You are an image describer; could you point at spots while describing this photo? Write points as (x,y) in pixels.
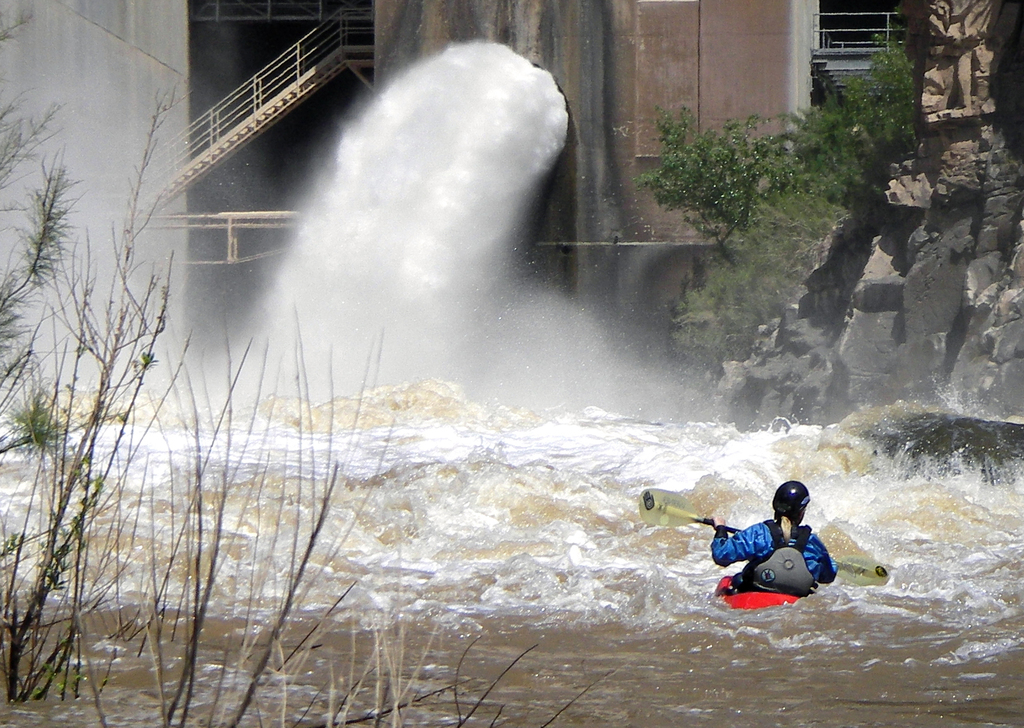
In this picture I can see a person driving a boat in the middle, there are trees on either side of this image, in the middle (489,329) it looks like a factory (595,171), the water (851,625) is flowing. On the left side (202,125) I can see the staircase (265,110).
